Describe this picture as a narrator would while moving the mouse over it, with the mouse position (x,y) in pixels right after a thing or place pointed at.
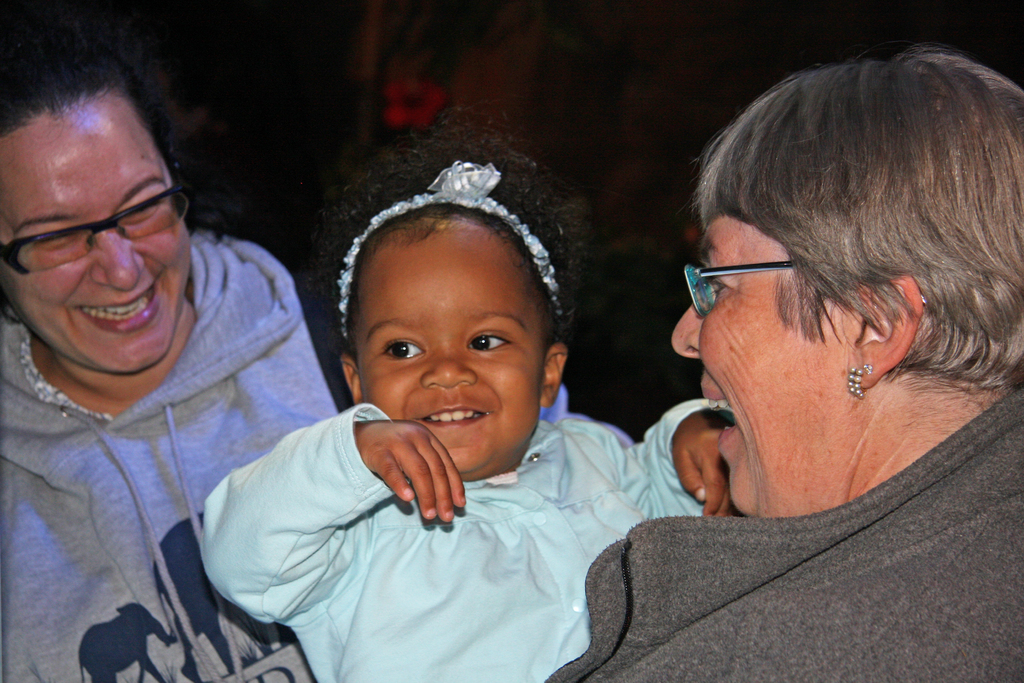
In this picture we can see three people (582,561), they are smiling and in the background (949,12) we can see it is dark.
